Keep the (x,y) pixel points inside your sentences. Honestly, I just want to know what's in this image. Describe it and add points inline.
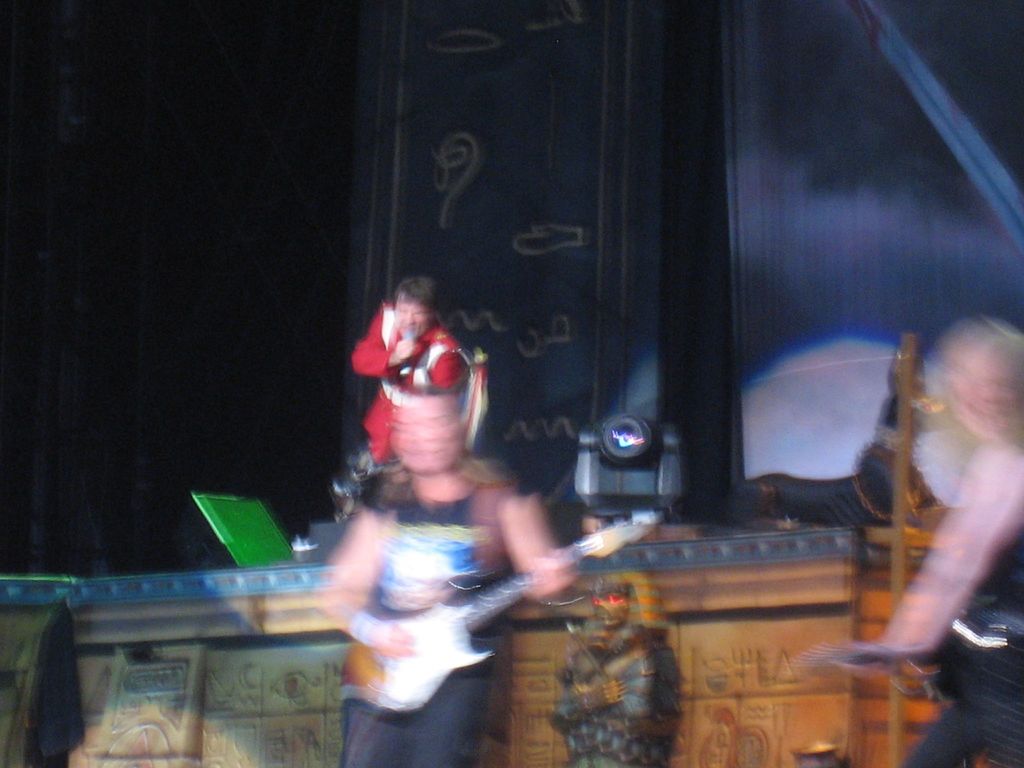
In this image we can find four peoples (472,540). One person (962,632) is playing guitar (463,627) and another one (444,375) is singing on the stage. In the background (561,322) there are some black sheets (680,232) and lights (616,459).
